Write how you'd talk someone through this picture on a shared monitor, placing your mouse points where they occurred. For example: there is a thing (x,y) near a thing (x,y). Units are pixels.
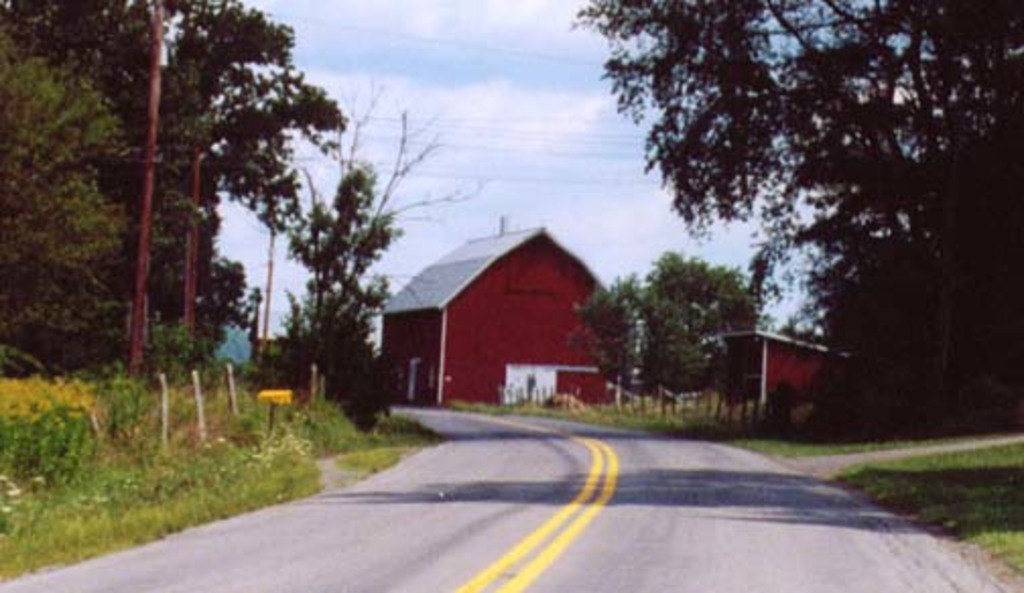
In the picture we can see a road (747,566) in the middle of the road (738,547) we can see two yellow lines (587,493) and on the either sides of the road (371,577) we can see grass surfaces (102,510), plants (11,480), trees (4,255), and poles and on the opposite side, we can also see some houses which are red in color and in the background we can see a sky (432,206) with clouds (451,203).
